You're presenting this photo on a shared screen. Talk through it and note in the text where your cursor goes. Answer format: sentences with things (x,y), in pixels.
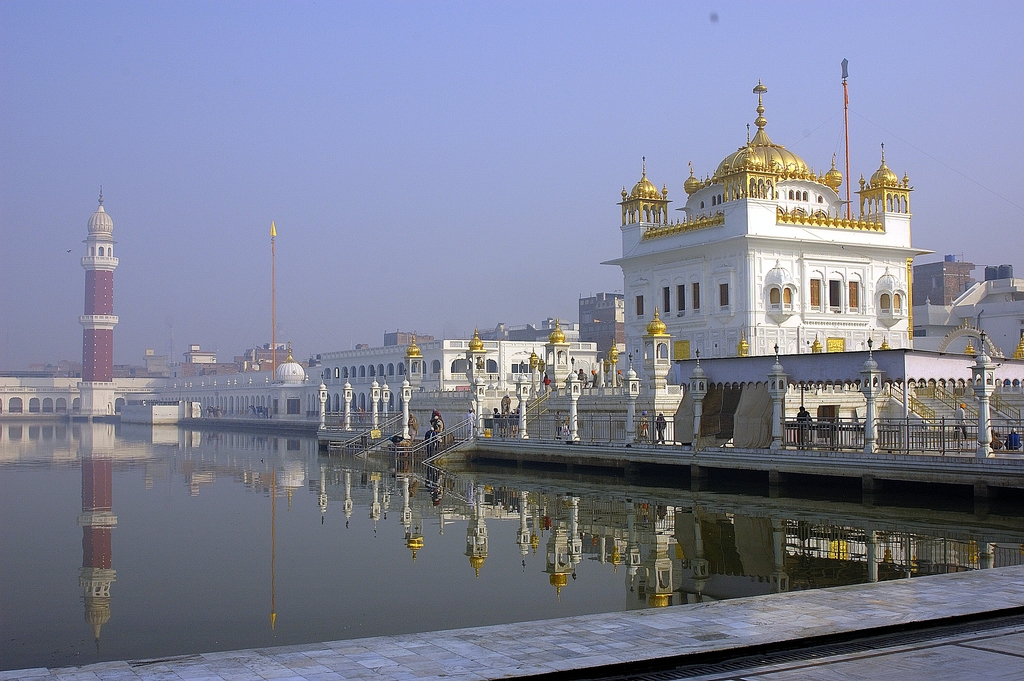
In this picture I can see the buildings (688,322), monuments (349,378), temples (876,280) and poles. On the left (204,479) I can see the water (196,604). In the center (456,443) I can see the pillars (984,414), fencing (386,441) and stairs (412,443). On the right (833,404) I can see some people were standing near to the shed (714,437). At the top (443,80) there is a sky (414,101).
